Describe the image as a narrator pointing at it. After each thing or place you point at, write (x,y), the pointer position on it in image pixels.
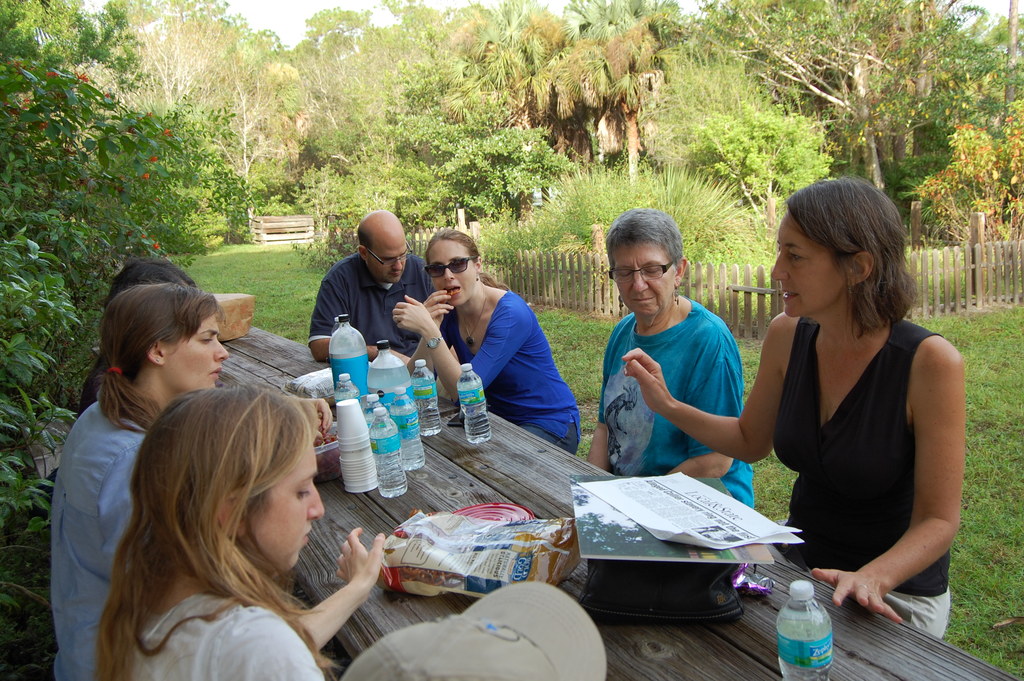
In this image I can see there are persons (528,416) sitting on the benches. And there is a table (630,634) on the table (241,368) there are bottles (369,417), Cover (456,579), Box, Paper (759,524), Book (672,552) and a stone (230,317). And there is a fence (308,231), Trees (243,134) and flowers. And at the top (301,12) there is a sky (284,32).
